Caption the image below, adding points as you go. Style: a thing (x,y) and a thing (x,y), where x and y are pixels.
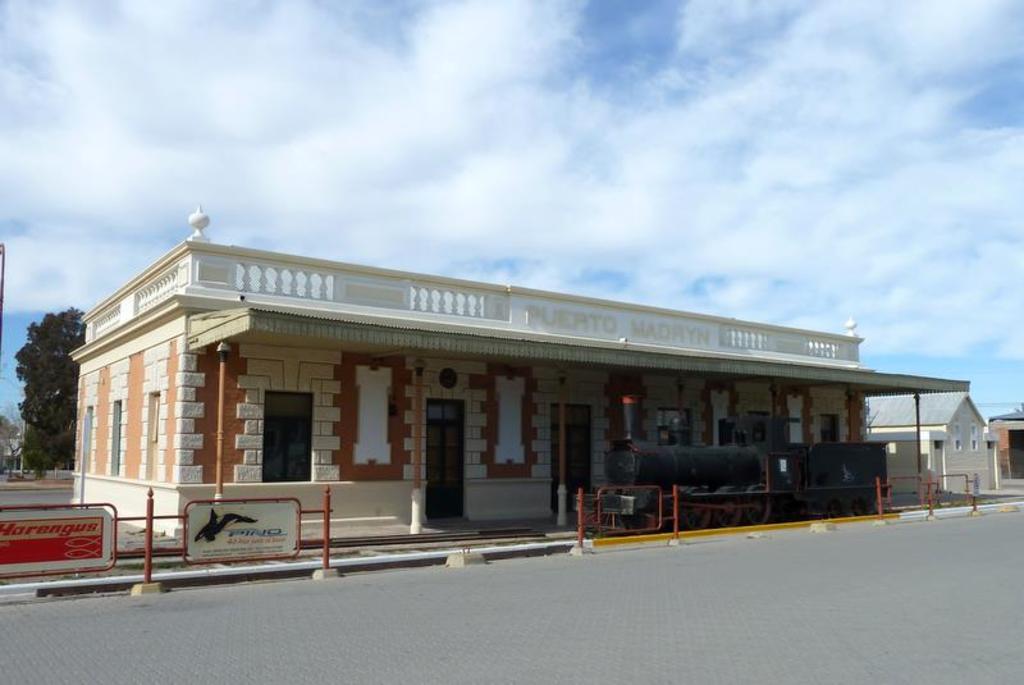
In this picture we can see some houses (302,463), in front (829,653) we can see road (743,624), fence (242,533), behind there are some trees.
